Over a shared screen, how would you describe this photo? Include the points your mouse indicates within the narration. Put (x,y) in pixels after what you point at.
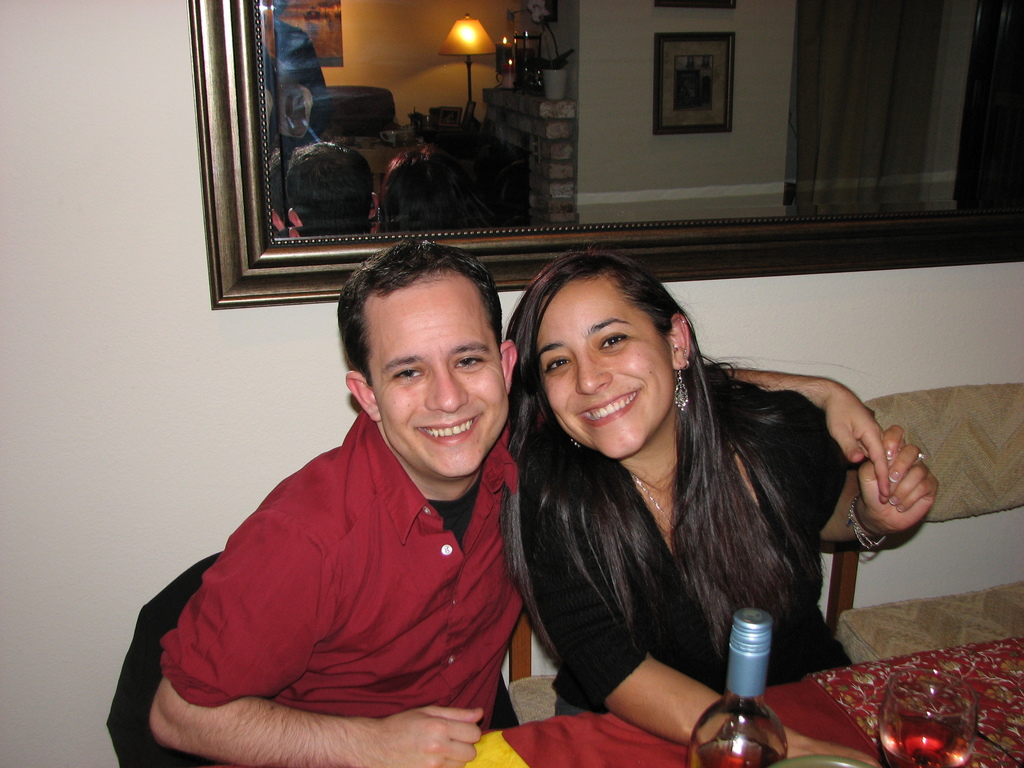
This image consists of two persons (708,507) sitting in the chairs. The woman (659,582) is wearing black dress (664,610). The man (315,600) is wearing red t-shirt (380,685). In front of them, there is a table (1020,708) on which a glass (974,702) and a bottle (749,744) are kept. In the background (122,286), there is a wall (69,250) on which a mirror (338,184) is fixed.
